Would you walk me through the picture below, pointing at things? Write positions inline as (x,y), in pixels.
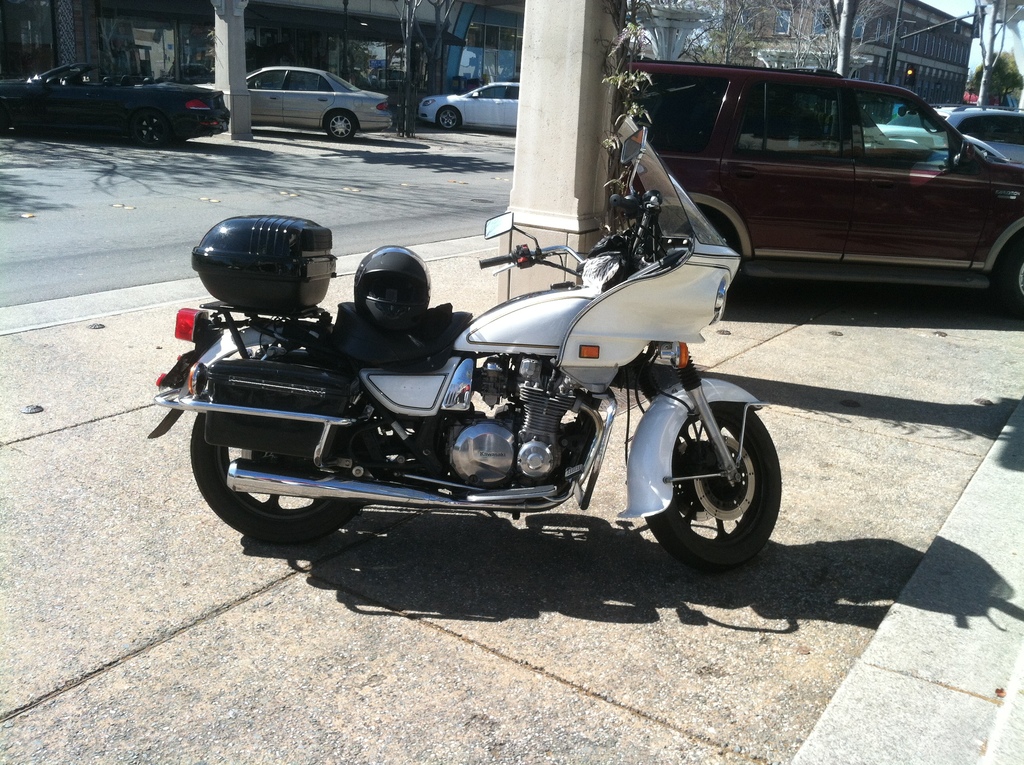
This is the picture of some vehicles (665,414) that are parked to the side of the road (407,159). There are some trees (994,60) and buildings (946,27).
